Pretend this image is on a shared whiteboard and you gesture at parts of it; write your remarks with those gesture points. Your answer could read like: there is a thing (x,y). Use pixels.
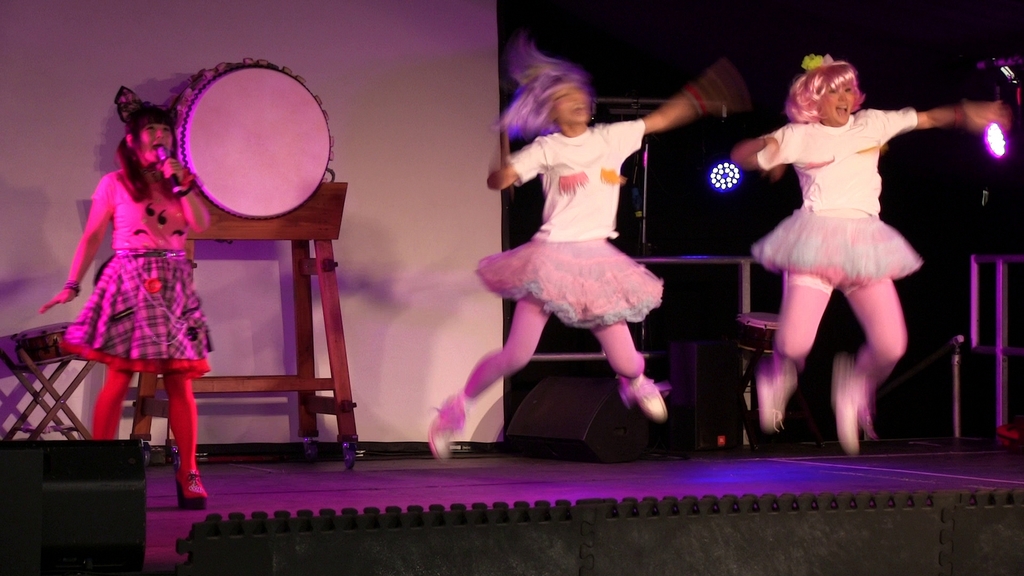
Here in this picture on the right side (783,382) we can see two women (583,173) jumping on a stage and on the left side (179,323) we can see a woman (163,242) standing and singing the song in the microphone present in her hand (165,175) and behind her we can see a drum (227,210) present on a table (267,240) over there and we can also see different lights (991,127) present over there.
